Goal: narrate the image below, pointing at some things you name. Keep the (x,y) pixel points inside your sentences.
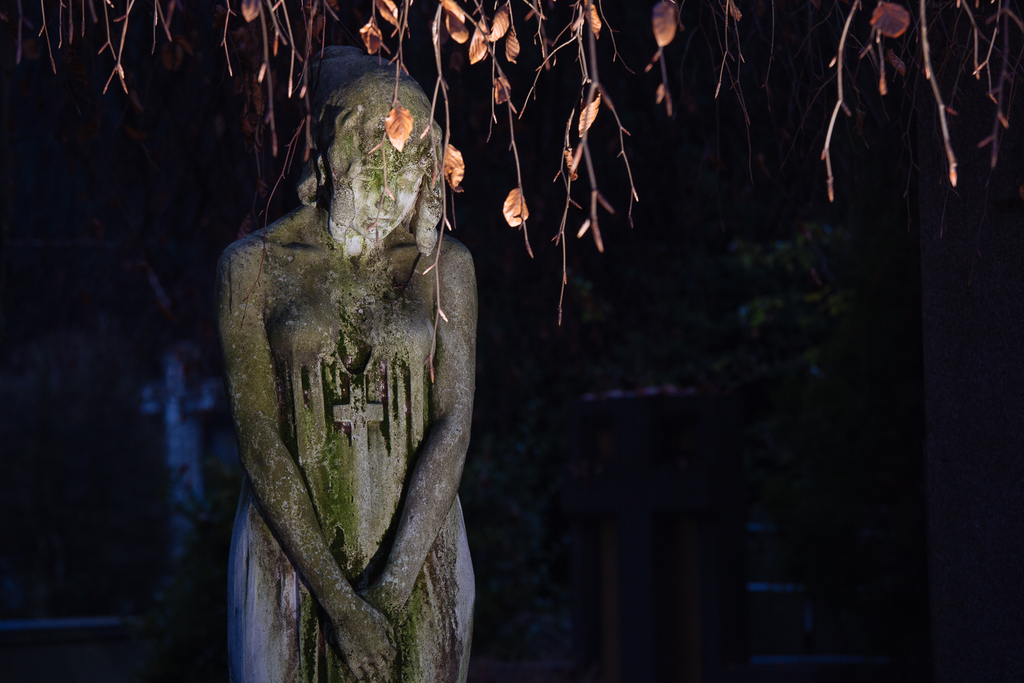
In this image, this looks like a sculpture (373,445) of the woman (358,589) standing. I think these are the branches (577,41) with leaves (480,33), which are hanging. The background (749,370) looks blurry.
